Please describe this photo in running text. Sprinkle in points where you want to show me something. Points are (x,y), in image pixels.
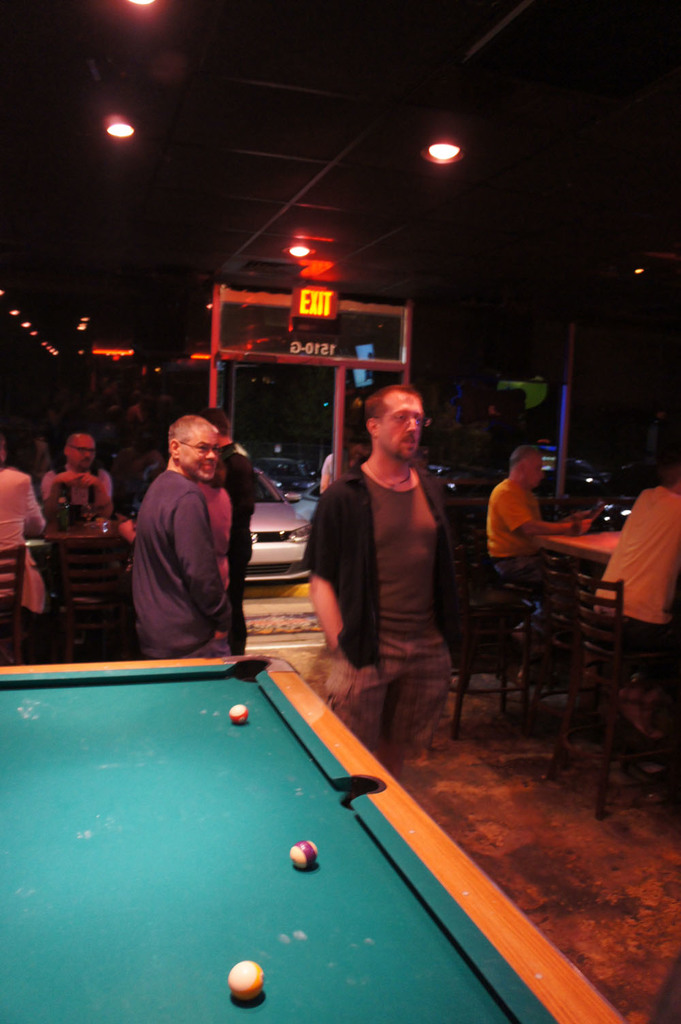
It's a snooker board (210,889) in the left (64,910) a man (399,724) is standing in the middle (438,673) behind him there is an exit (304,338) and a vehicle (296,492) on the right (540,557) few people (663,561) are sitting on the chairs (577,673).
